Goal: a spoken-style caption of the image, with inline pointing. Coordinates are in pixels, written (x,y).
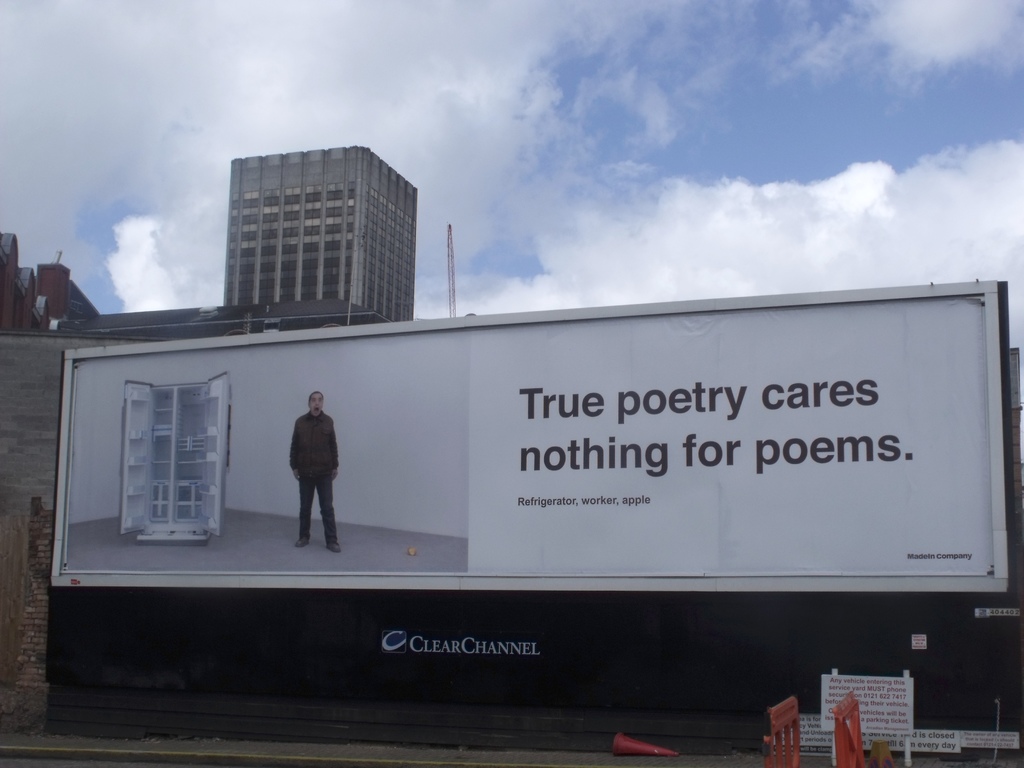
This image consists of a building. In the front (549,562), we can see a banner (414,558) in which there is a fridge (143,489) and a person (311,463) along with the text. At the top (174,231), there are clouds (163,32) in the sky (163,32). At the bottom (461,759), there is a pavement (403,747).
